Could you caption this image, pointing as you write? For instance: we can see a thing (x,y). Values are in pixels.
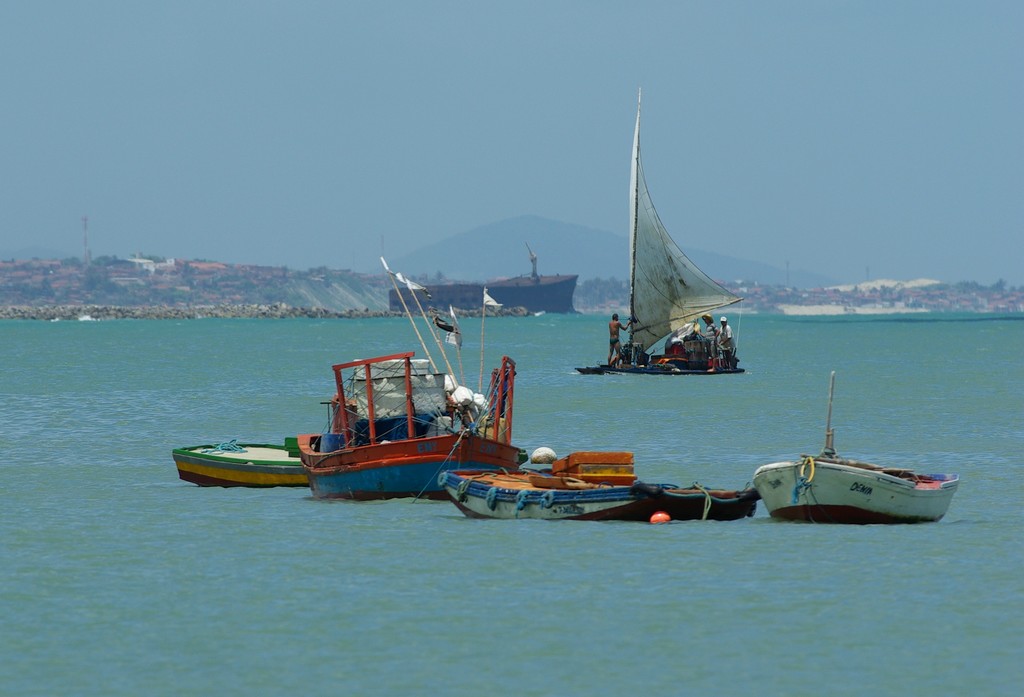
In this image at the bottom (679,637) there is a river (537,383), in that river (360,505) there are some boats (821,489) and in the center (623,342) there is one boat (643,340). In that boat (653,343) there are some persons (714,337) and in the background (835,288) there is another boat (464,293) and some houses (70,276), trees (195,290) and mountains (452,256). On the top of the image (447,168) there is sky (764,199).
